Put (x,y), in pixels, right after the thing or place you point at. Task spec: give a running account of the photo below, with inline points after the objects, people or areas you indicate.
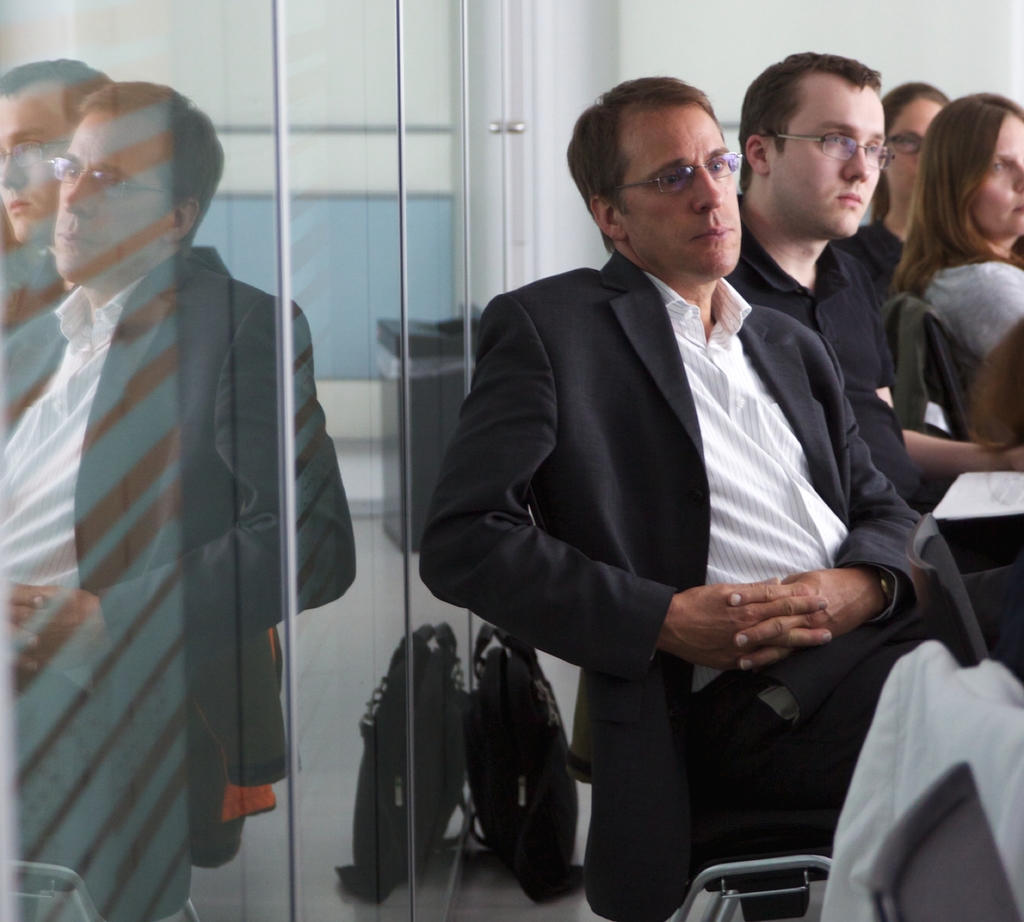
In the picture we can see some men (890,500) are sitting on the chairs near the glass (44,265) wall (372,358) and one of them is wearing a blazer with a shirt (726,495) and besides them, we can see some women (1000,303) are also sitting and in the background (389,128) we can see a wall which is white in color.
